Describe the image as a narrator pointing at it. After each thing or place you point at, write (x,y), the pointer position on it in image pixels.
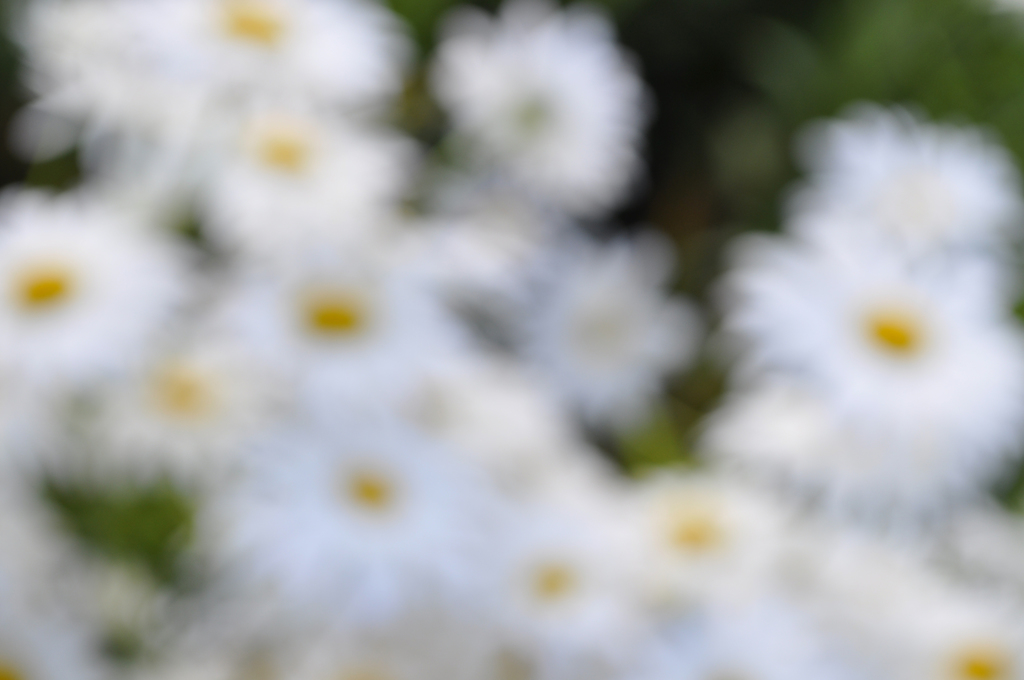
In this image, we can see some flowers (768,244) which are in white color and yellow color. In the background (883,28), we can see green color.
